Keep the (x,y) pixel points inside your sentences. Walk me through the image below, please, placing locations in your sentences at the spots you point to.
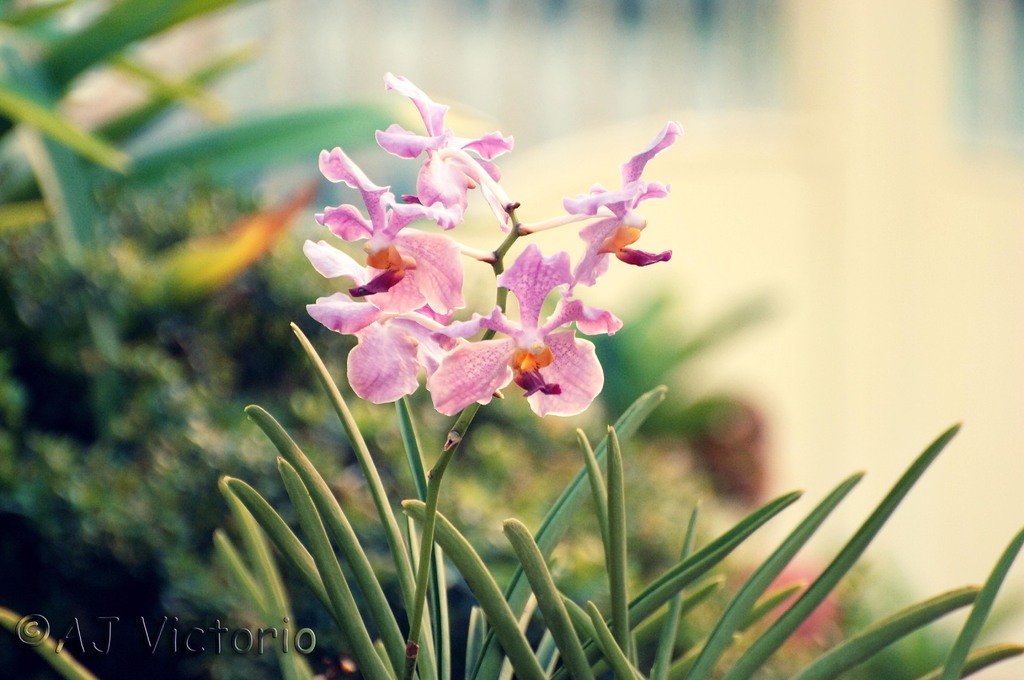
In the foreground of the picture (507,604) there is a plant (615,597) and flowers (396,294). The background (163,215) is blurred. In the background (188,331) there are plants (211,247).
